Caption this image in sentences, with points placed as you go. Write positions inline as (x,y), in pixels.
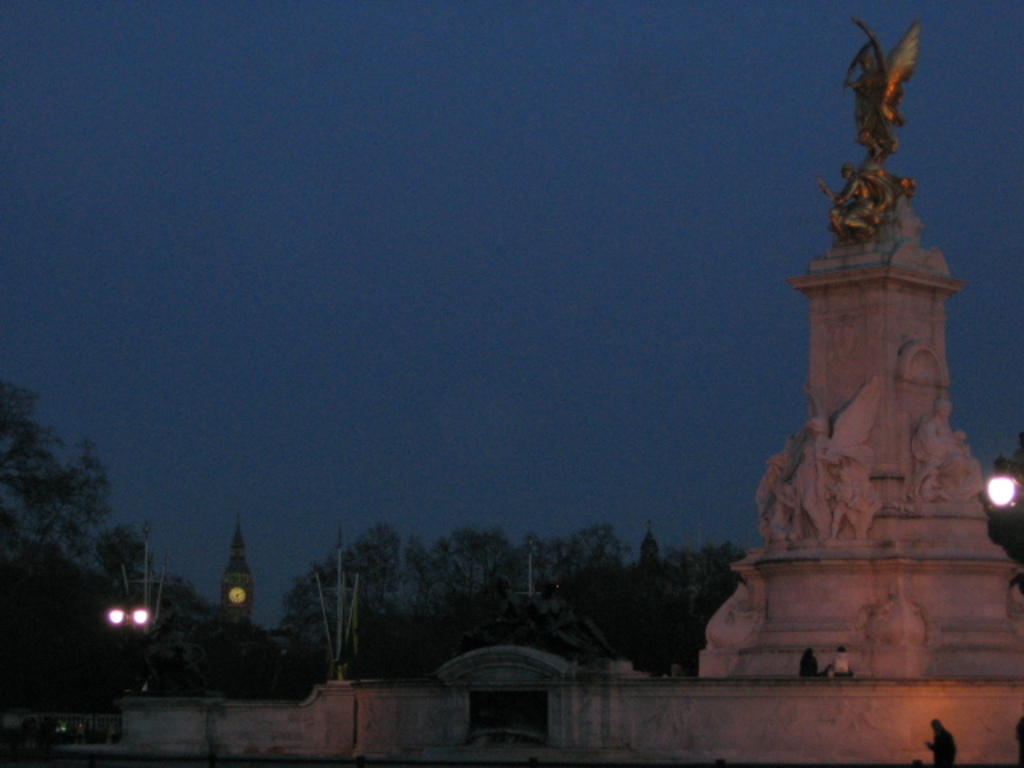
On the right side of the image (892,521), we can see a statue (876,581), people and light (995,487). Background (674,620) we can see trees (693,623), tower (234,594), rods (337,629), lights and sky (475,389).
